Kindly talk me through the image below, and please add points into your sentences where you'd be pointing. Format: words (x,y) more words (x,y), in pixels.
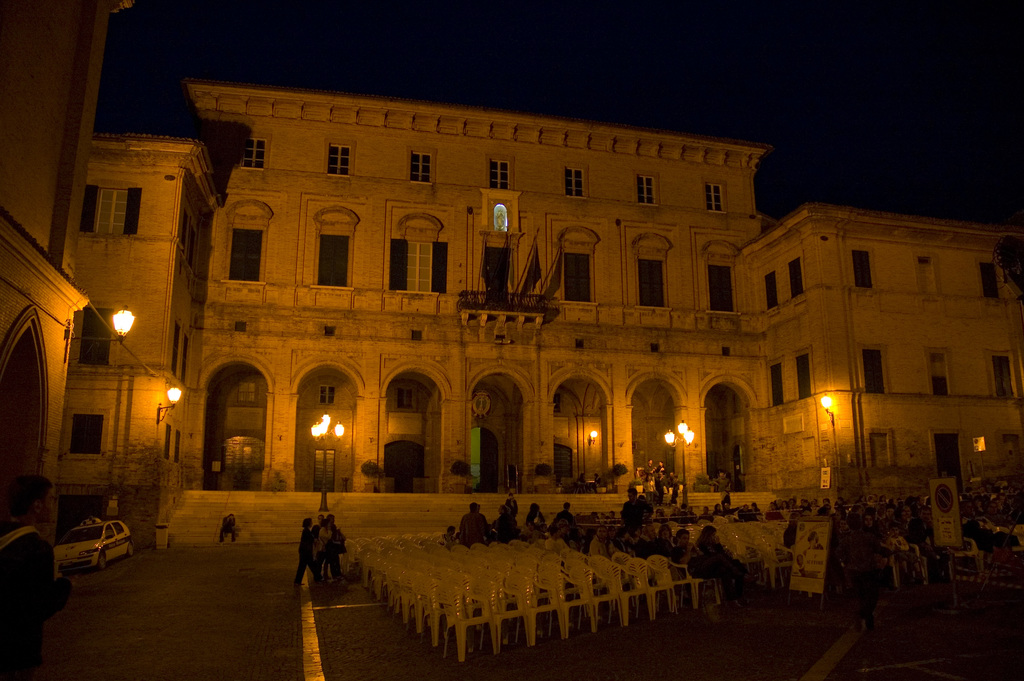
This picture might be taken from outside of the building (223,462). In this image, in the middle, we can see few chairs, a group of people (705,575) sitting on the chair (475,549), few people (337,562) are walking and few people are standing on the floor (766,646). On the right side (803,589), we can see two hoardings (953,536). On the left side (40,576), we can see a car (68,555), a person (39,561) and a person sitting on the staircase (191,494). In the background (13,425), we can see some street lights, building (541,455), pillars (190,455), flags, glass window (327,394). At the top (656,63), we can see black color.
